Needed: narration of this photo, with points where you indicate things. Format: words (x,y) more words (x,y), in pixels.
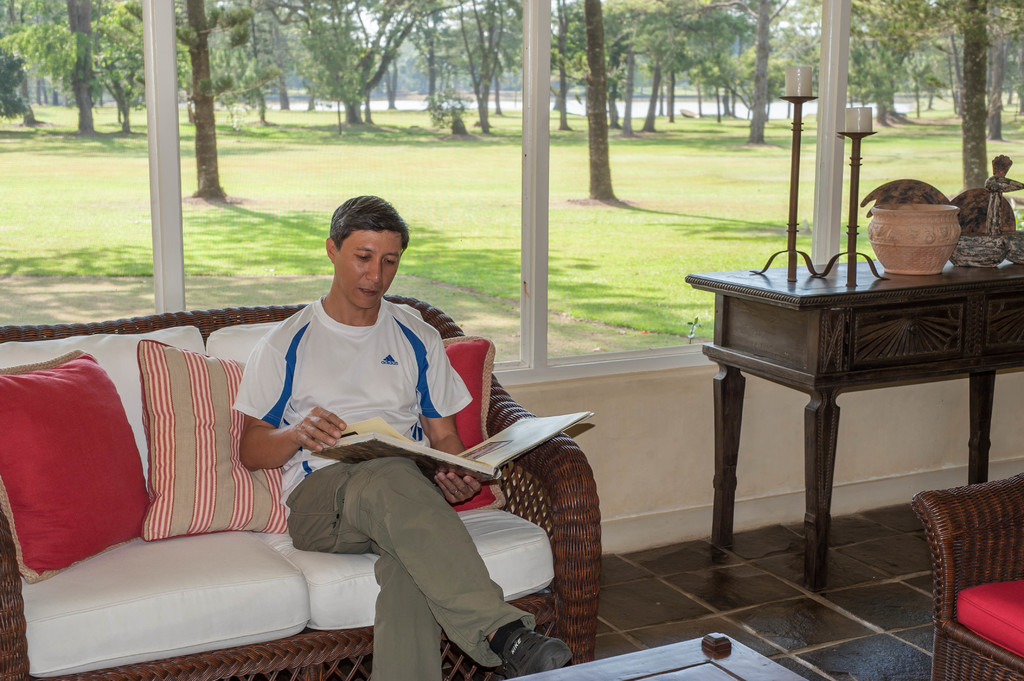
In this image there is a person (382,412) wearing white color t-shirt (404,421) sitting on the couch (479,518) and reading something at the background of the image (513,162) there are some trees (596,183) and window (494,224).
